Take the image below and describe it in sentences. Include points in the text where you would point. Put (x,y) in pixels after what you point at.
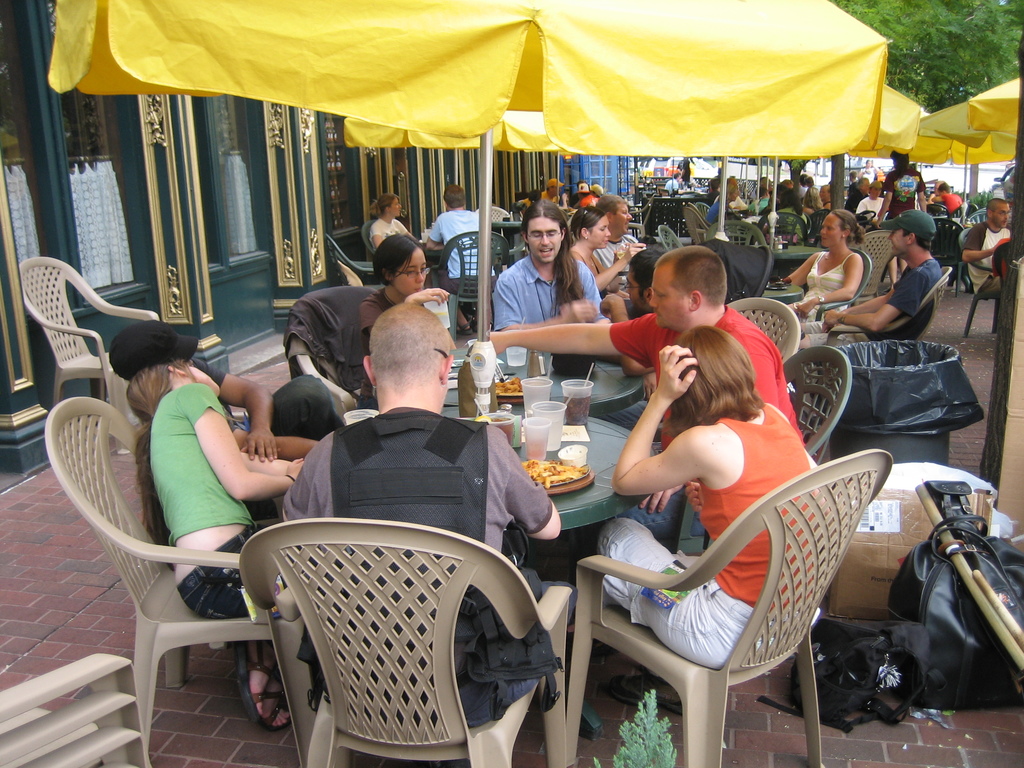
Here we can see a group of people (313,391) sitting on chairs (335,566) with a table (628,394) in front of them having food (546,471).
